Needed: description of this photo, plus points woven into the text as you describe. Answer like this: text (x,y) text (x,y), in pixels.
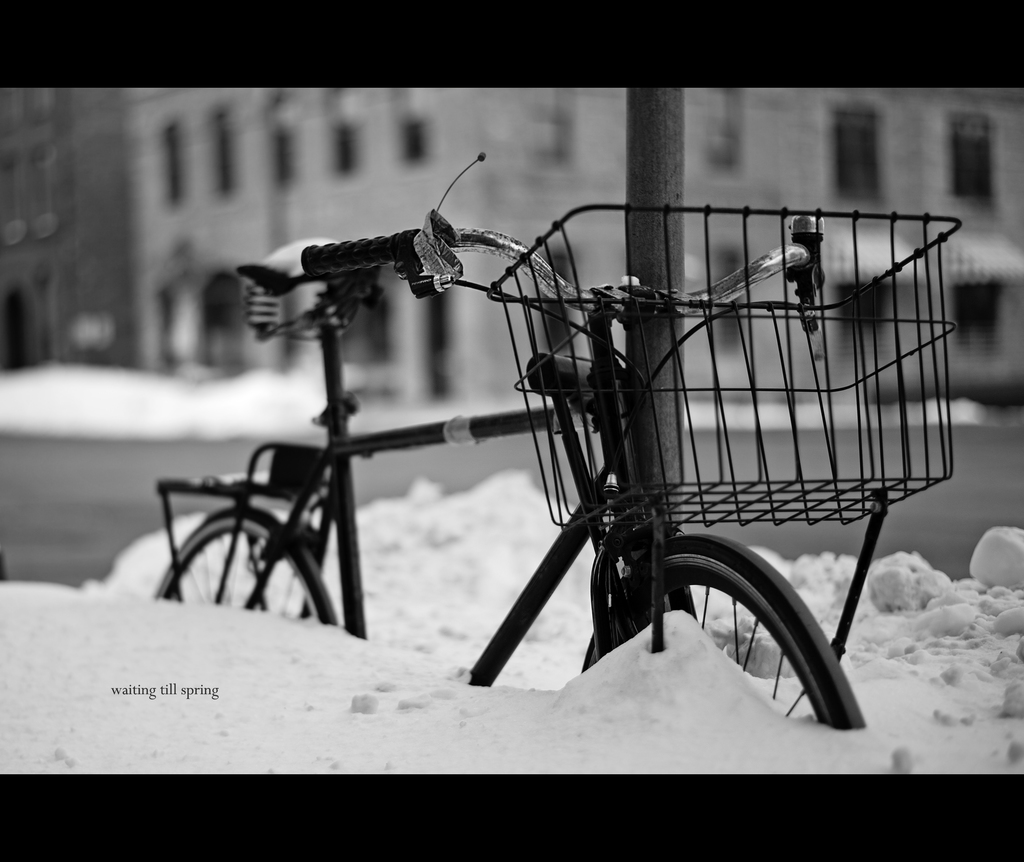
This is a black and white image. In the center of the image (524,423) we can see a bicycle (582,370) and pole (678,264). In the background of the image (769,153) we can see buildings (275,218), snow (366,414) and road (915,503).
